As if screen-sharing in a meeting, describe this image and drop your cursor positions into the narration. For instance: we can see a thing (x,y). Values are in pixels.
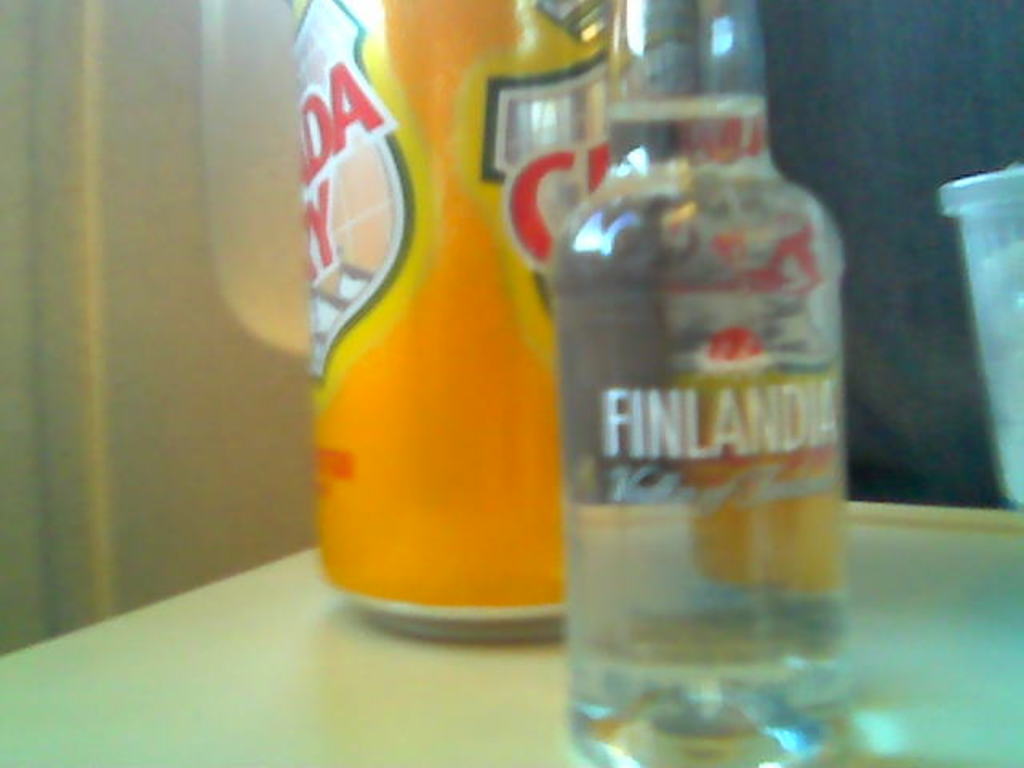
There is a table (418,718). There is a bottle (737,449) on a table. The bottle (709,375) has a sticker (723,408).
